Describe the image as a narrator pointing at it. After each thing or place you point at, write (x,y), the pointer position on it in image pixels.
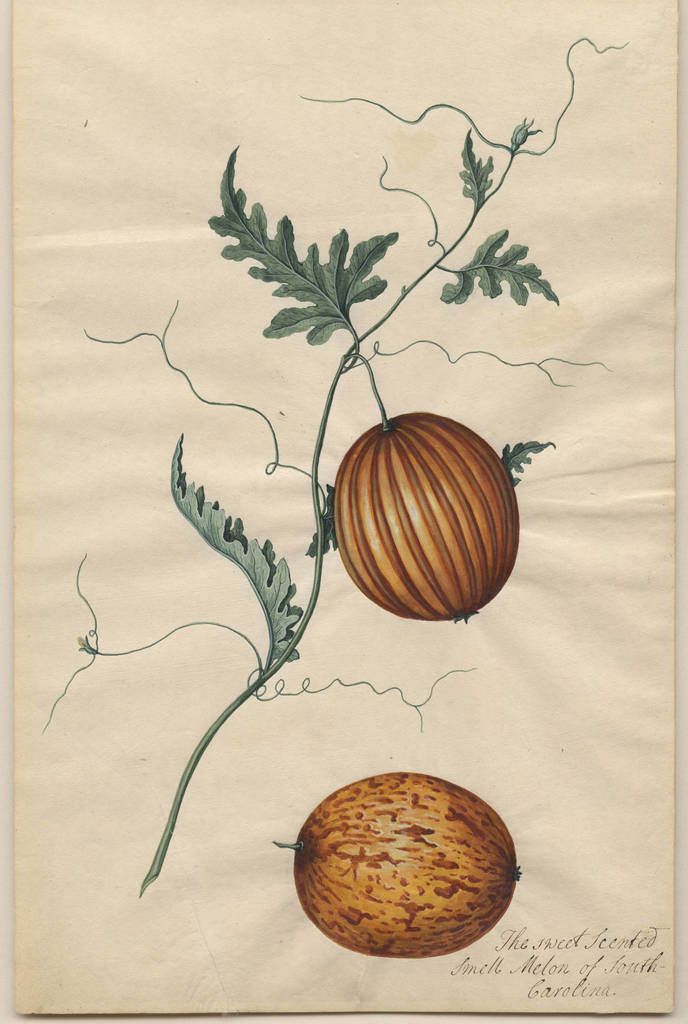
In this image we can see a painting (319,638) of a plant (403,501) with fruits (383,600). At the bottom of the image (517,938) there is some text (601,958) on the paper (59,834).
